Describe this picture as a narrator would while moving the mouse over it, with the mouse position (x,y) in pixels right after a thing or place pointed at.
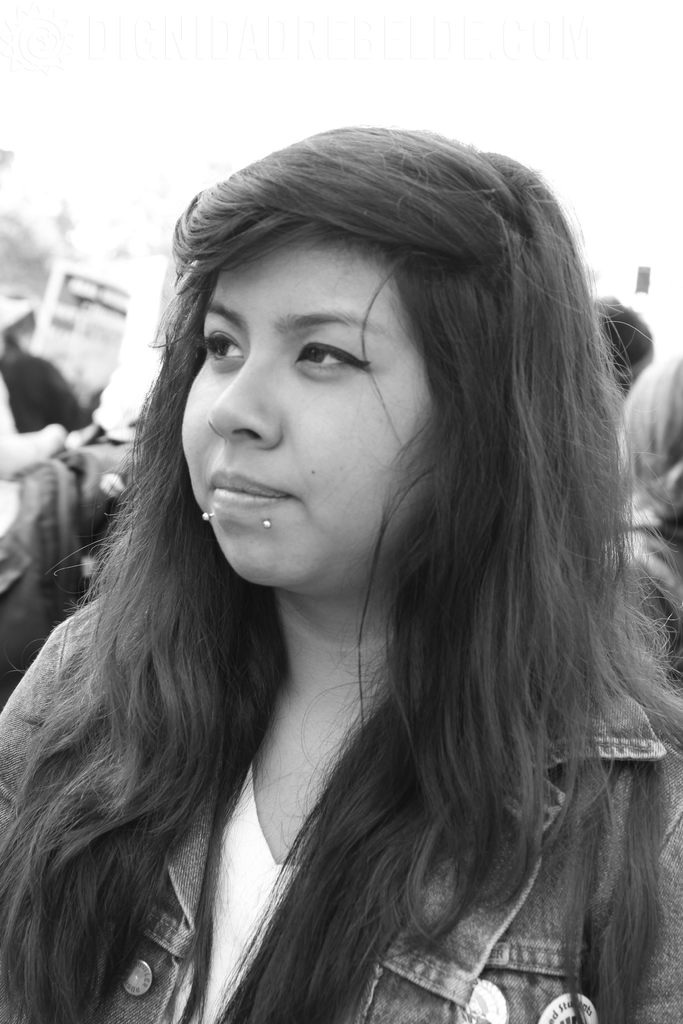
This image is a black and white image. This image is taken outdoors. In the background (62,413) there are few people (53,442). In the middle of the image (321,581) there is a girl (284,788). She has worn a jacket (503,946).
